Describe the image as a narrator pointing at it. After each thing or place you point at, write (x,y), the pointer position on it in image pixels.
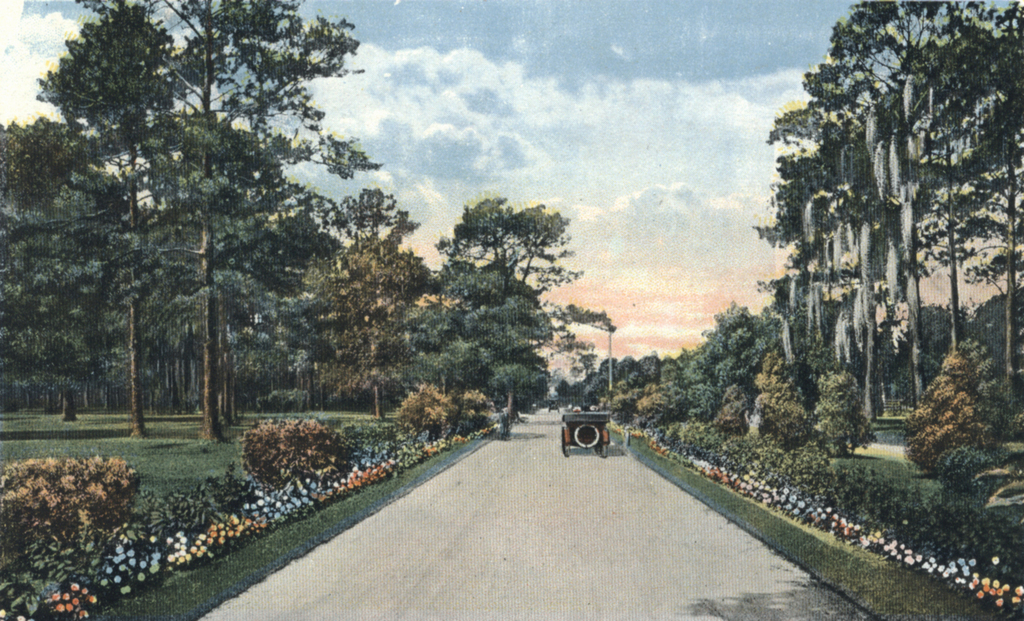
At the top (639,92) we can see sky (705,93) with clouds (627,149). On either side of the road (580,475) we can see trees (906,359) and plants (790,507). These are flowers (426,441). Here we can see a vehicle (579,447) on the road (553,468).
